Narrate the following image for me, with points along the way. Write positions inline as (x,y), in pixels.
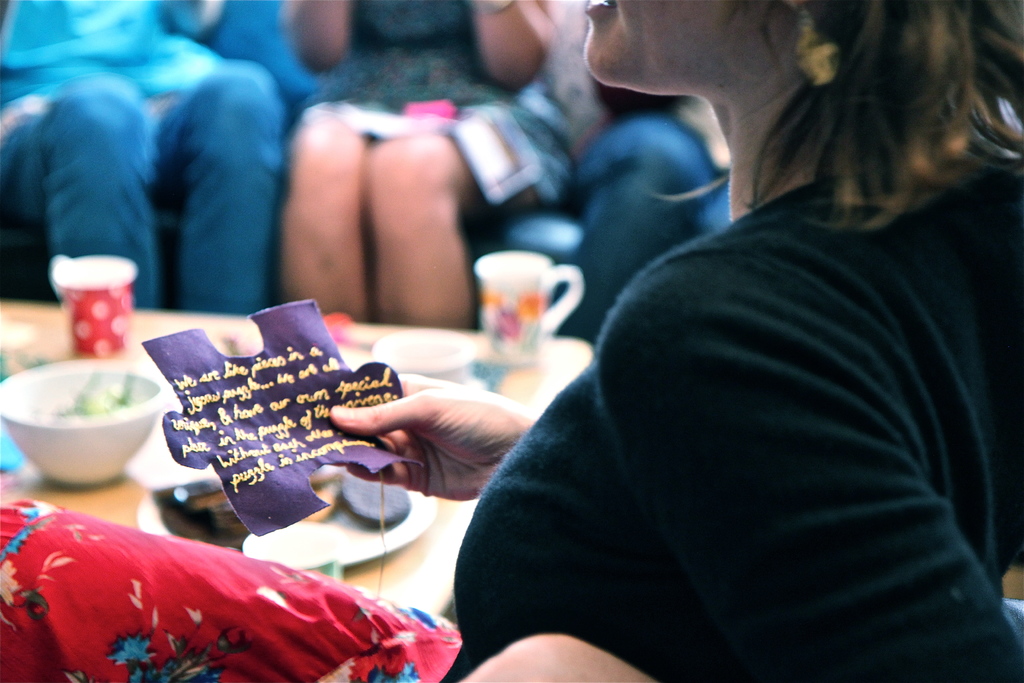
There is one woman (713,498) sitting and wearing a black color t shirt (710,412) and holding an object (353,405) at the bottom of this image (590,518). There are two coffee cups (121,303) and a white color bowl (111,414) and a plate (346,544) is present on a table (440,545) on the left side of this image (71,453), and there are three persons (440,153) sitting as we can see at the top of this image (545,159).
